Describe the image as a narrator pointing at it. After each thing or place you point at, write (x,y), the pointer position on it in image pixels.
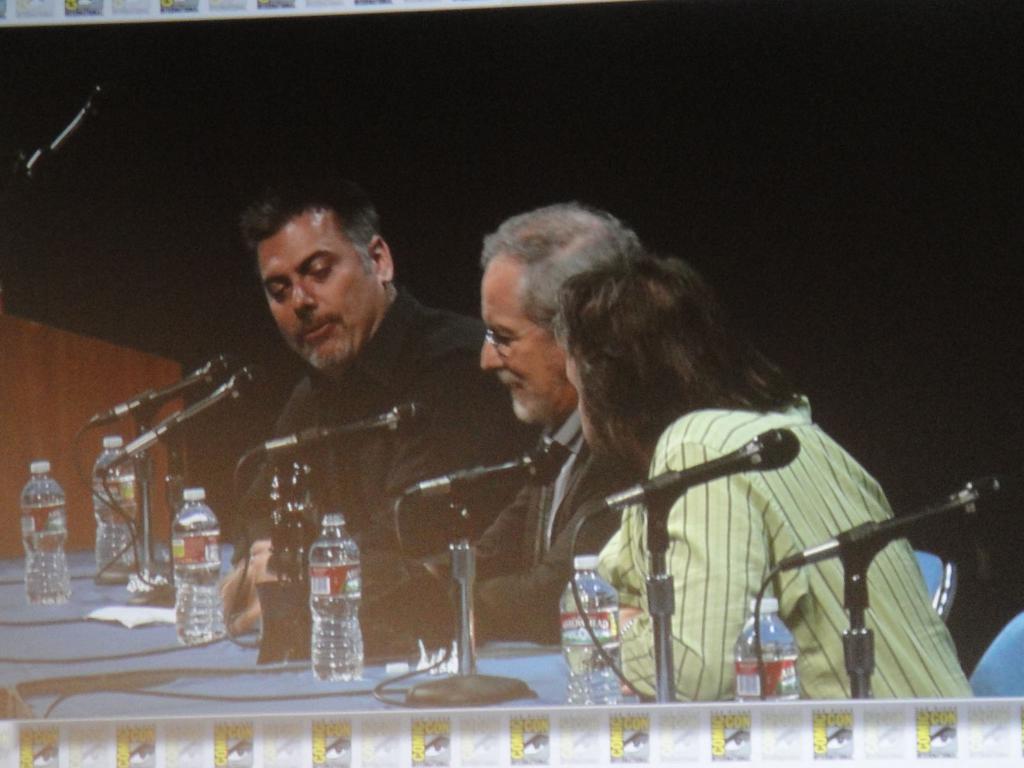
In this image I can see a surface (116,601) where there are some bottles (38,538) and mic stand (147,447) are placed. Beside the surface (538,651), they are three people (554,529) sitting on a chair (930,589) and to the left of the image (154,536) there is a wooden box (86,517).
